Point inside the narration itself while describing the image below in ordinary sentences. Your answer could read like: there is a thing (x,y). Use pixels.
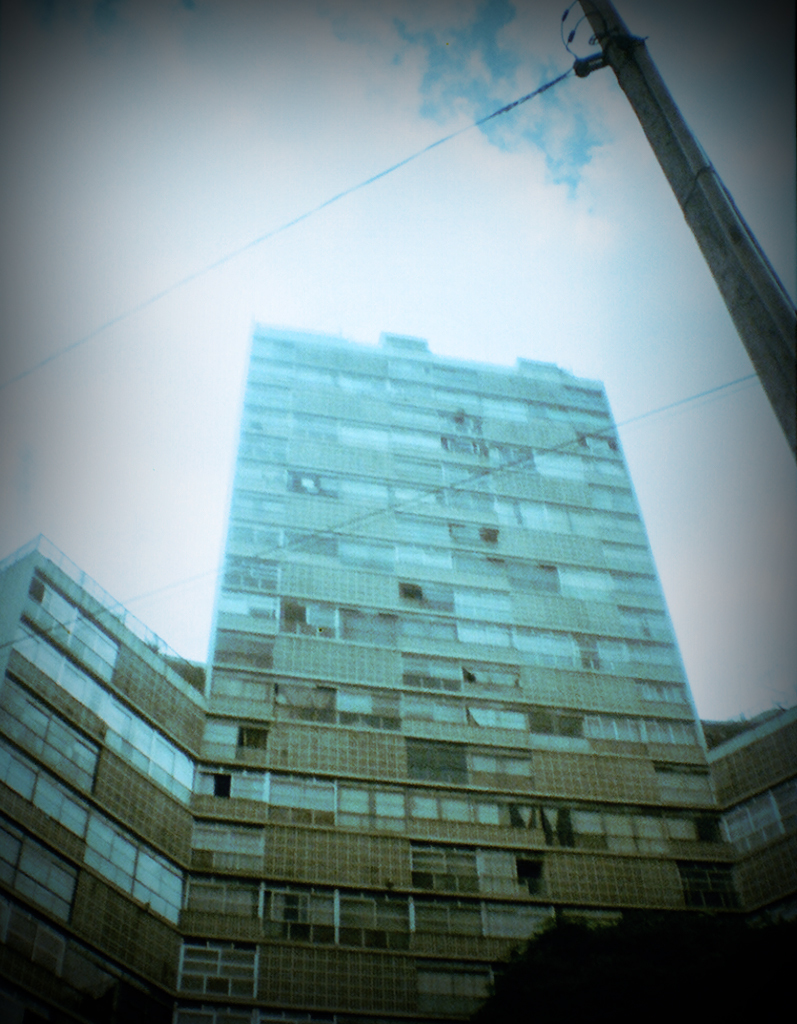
In this image we can see buildings (545,791), trees (538,954), electric pole (642,87), electric cables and sky (372,320) with clouds (372,320) in the background (330,308).
